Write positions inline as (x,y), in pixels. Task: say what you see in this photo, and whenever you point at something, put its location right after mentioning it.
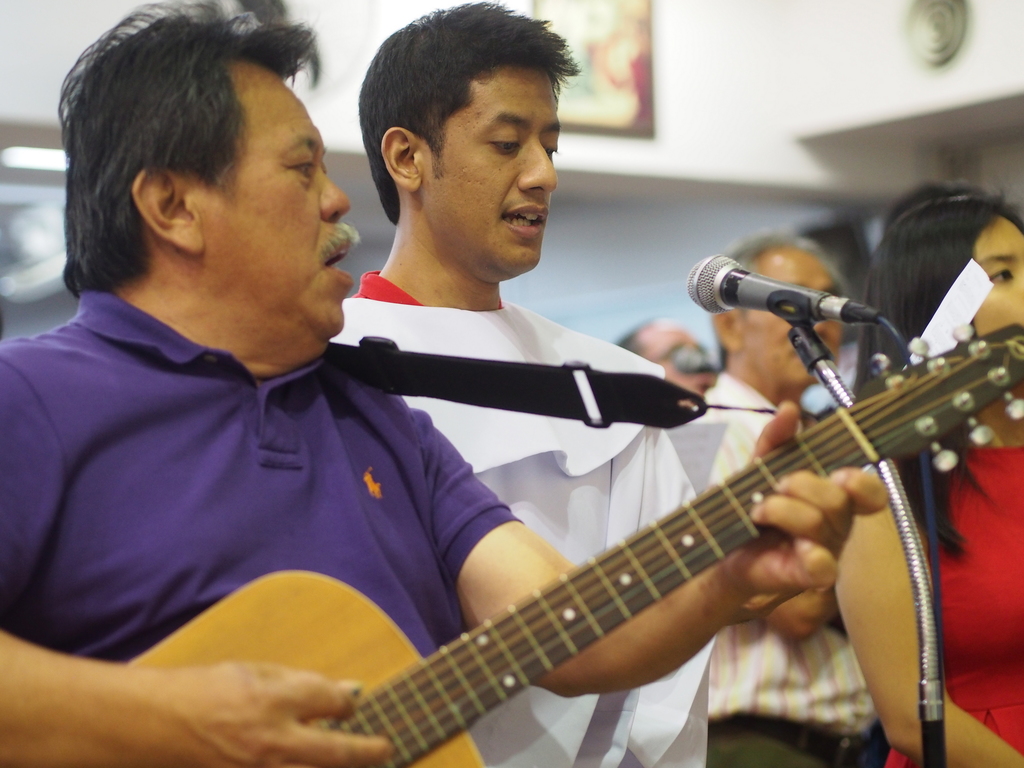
In this image I can see a man (233,420) wearing violet colored T-Shirt (309,493) and playing guitar (398,728). Beside him I can see another man (517,466) singing a song wearing a white dress (609,480). At the right corner of the image (916,258) I can see a woman (975,577) standing, she is wearing red color dress (1009,551). At background (624,69) I can see a photo frame (624,82) which is attached to the wall (684,108). I can see few people (833,345) standing.
